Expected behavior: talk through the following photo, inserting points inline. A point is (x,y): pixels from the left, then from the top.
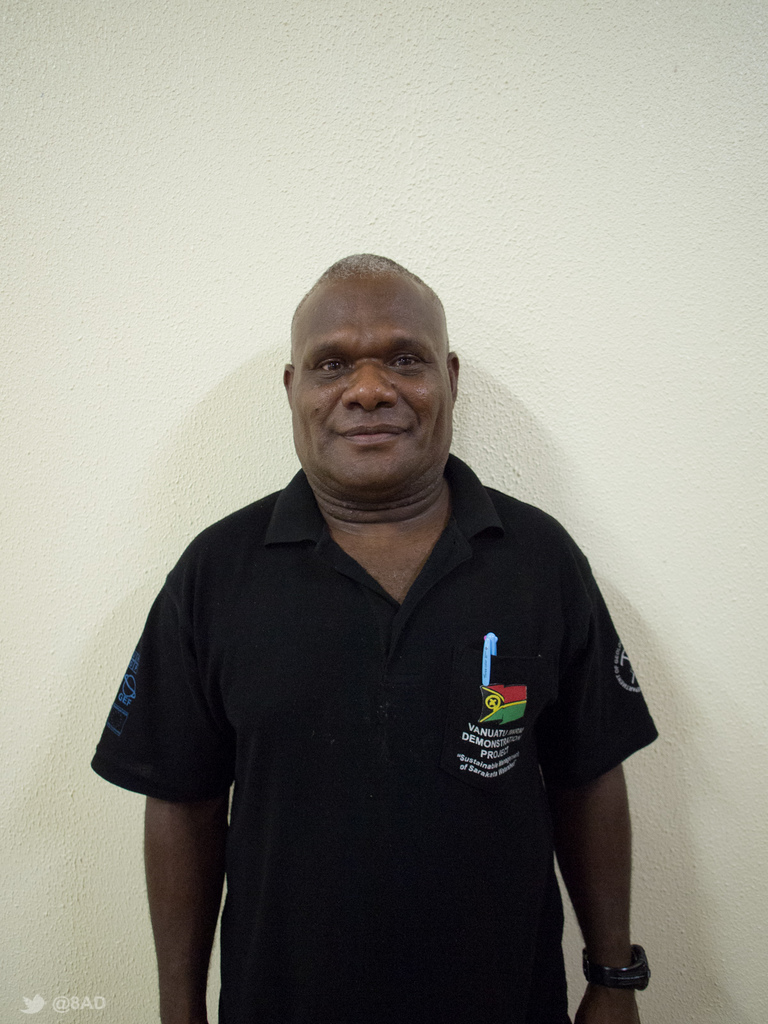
In this image I can see the person (324,617) standing and the person (428,742) is wearing black color dress (541,824) and I can see the white color background (472,196).
